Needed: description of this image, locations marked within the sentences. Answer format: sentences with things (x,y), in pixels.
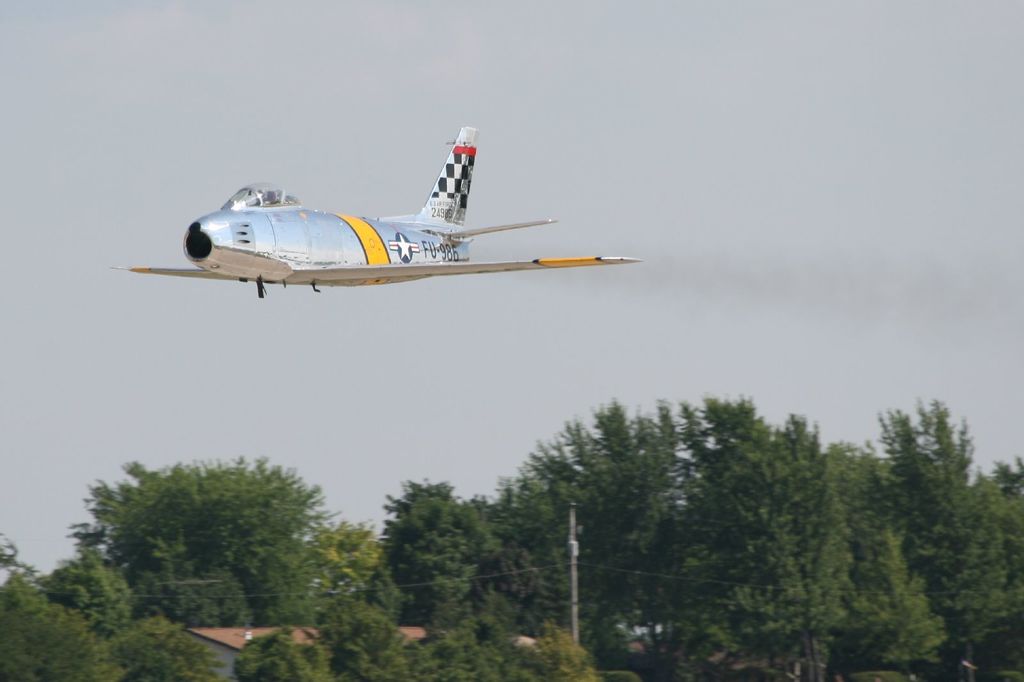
In this image, we can see some trees (847,582). There is a jet (344,241) in the middle of the image (364,241). There is a pole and roof house (247,642) at the bottom of the image (575,625). There is a sky (670,64) at the top of the image (306,125).
